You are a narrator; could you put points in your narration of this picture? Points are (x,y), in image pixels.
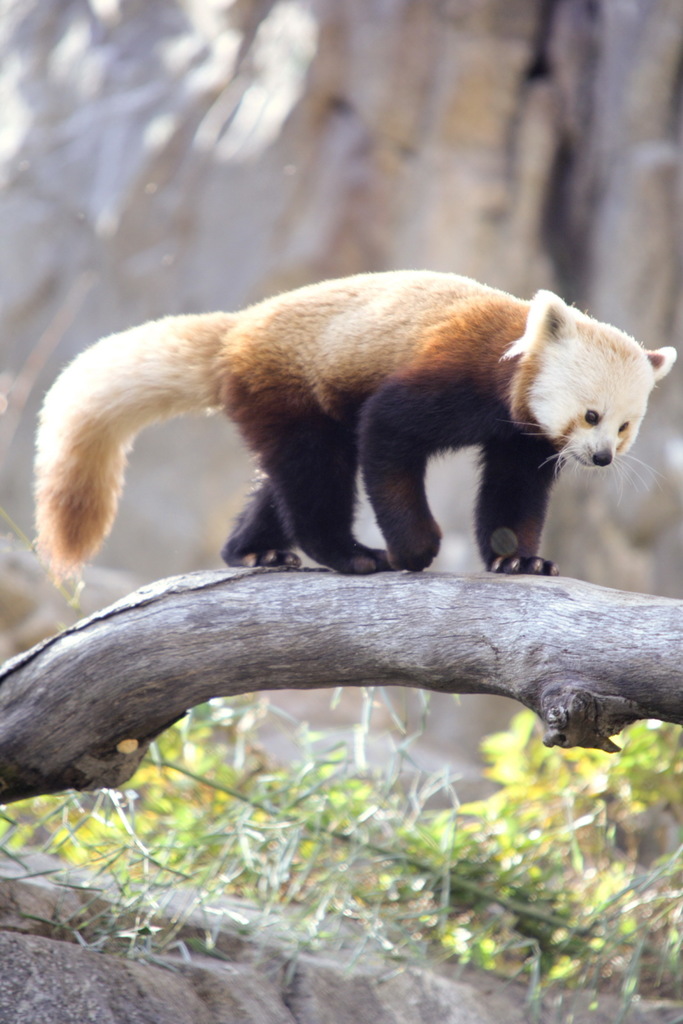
In this image we can see an animal (348,483) walking on a wooden object (271,609). There is a blur background (278,247) in the image. There are few plants (427,814) in the image.
